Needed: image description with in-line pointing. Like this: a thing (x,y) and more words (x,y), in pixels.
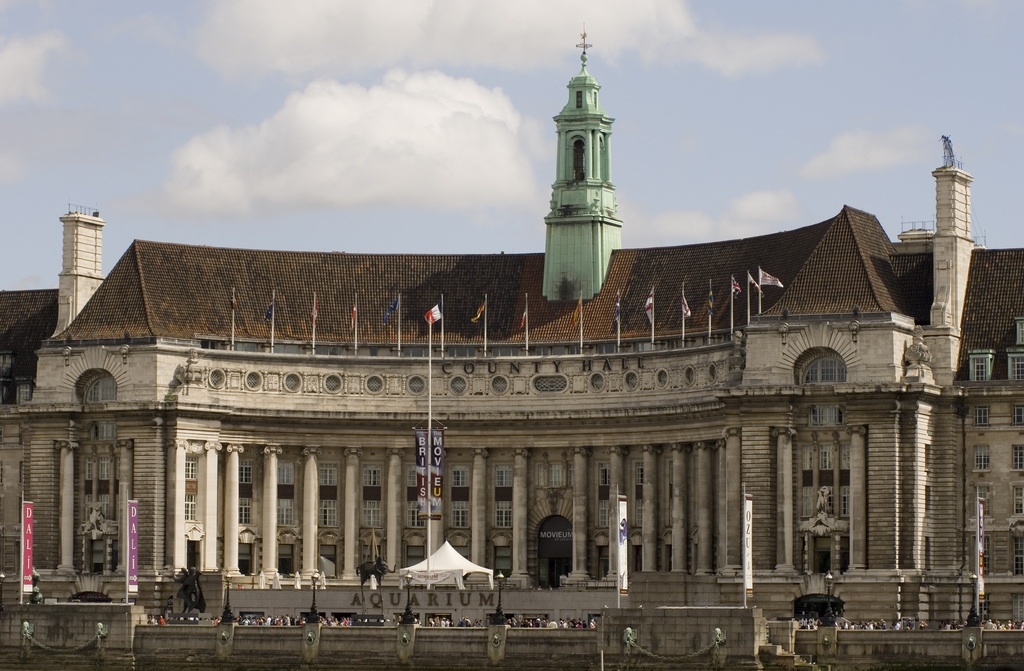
In this image I can see building (631,330), in front of the building (606,341) I can see a tent (465,569) and hoarding board (28,564) and poles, at the top (342,138) I can see the sky (697,128).
